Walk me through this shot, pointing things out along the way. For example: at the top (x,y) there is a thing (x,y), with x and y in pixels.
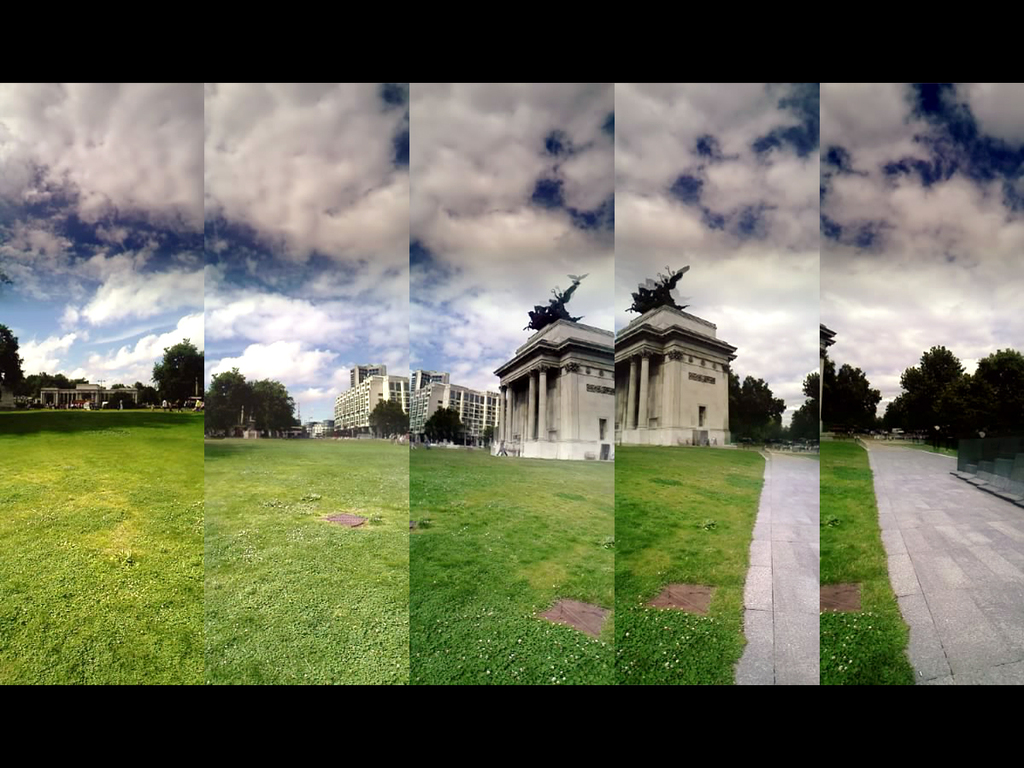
This is a collage picture. I can see buildings (657,419), grass (308,541), trees (995,404), and in the background (657,227) there is sky (512,257).
